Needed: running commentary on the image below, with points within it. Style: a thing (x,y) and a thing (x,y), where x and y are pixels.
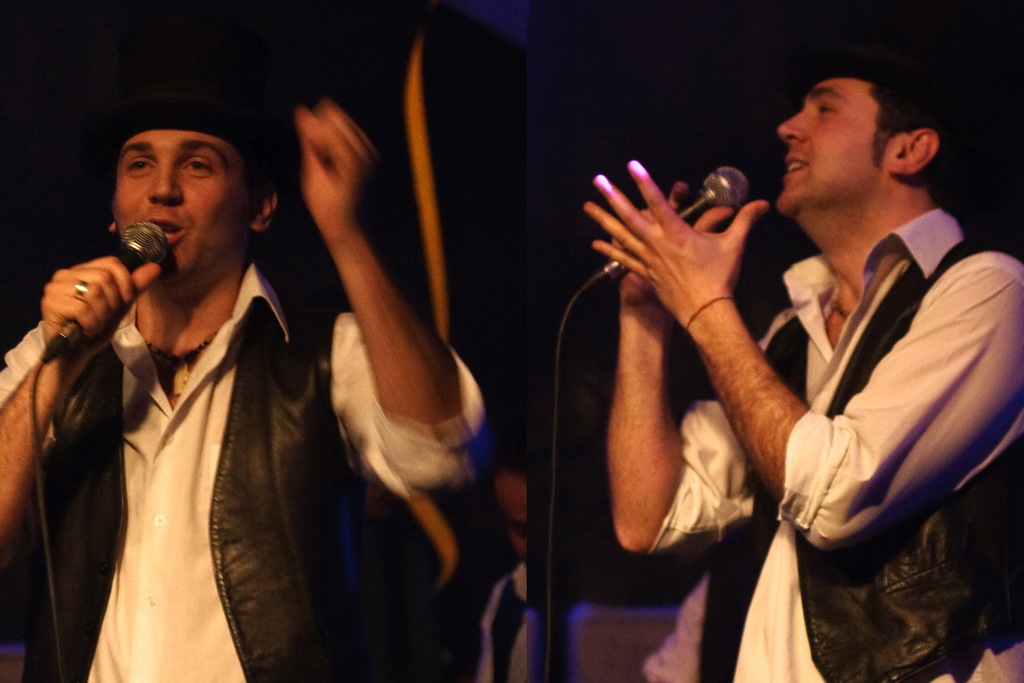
This picture describes about group of people (683,499), in front of the image two persons (467,379) are singing with the help of microphone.
